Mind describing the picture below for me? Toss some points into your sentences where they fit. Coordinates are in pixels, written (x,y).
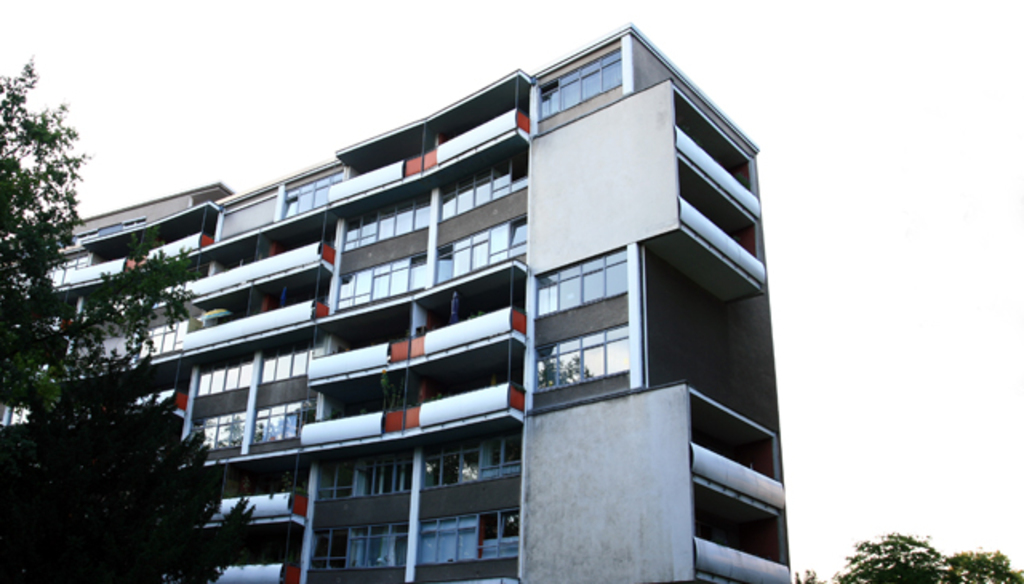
In this image we can see a building (417,232) with glass windows (564,88), there are some trees (117,286) and in the background (933,500) we can see the sky (257,165).
